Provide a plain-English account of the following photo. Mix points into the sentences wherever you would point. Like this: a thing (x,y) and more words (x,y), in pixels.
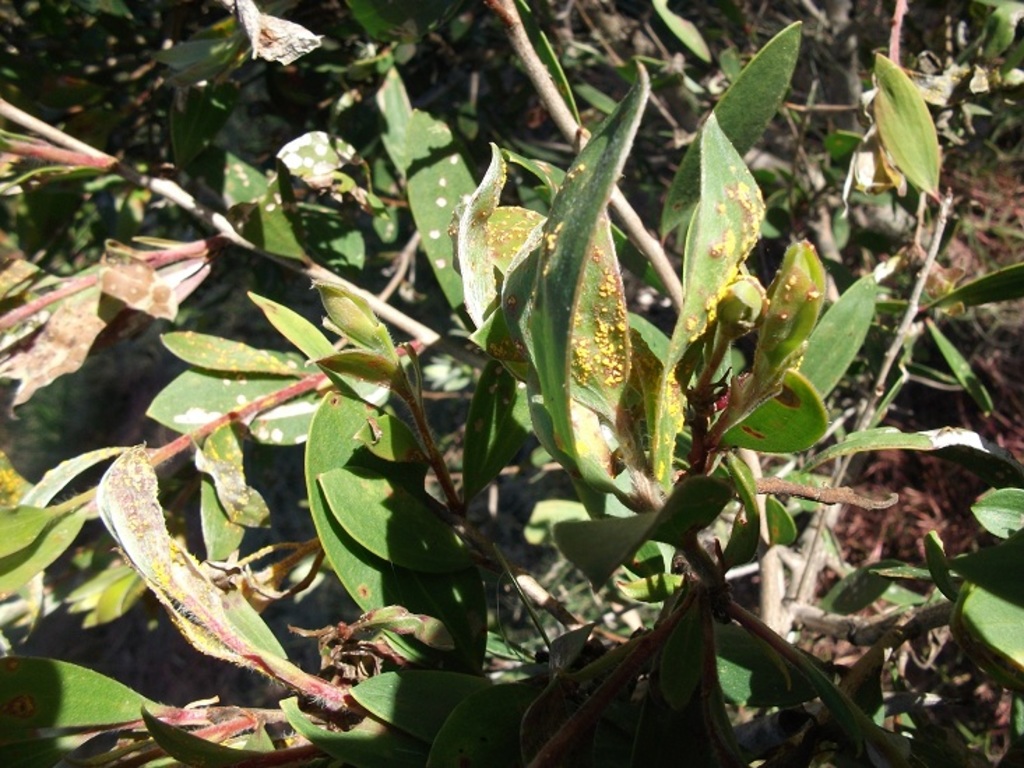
In this picture we can see green plants (792,347) and leaves (295,338) on the ground (23,442).
